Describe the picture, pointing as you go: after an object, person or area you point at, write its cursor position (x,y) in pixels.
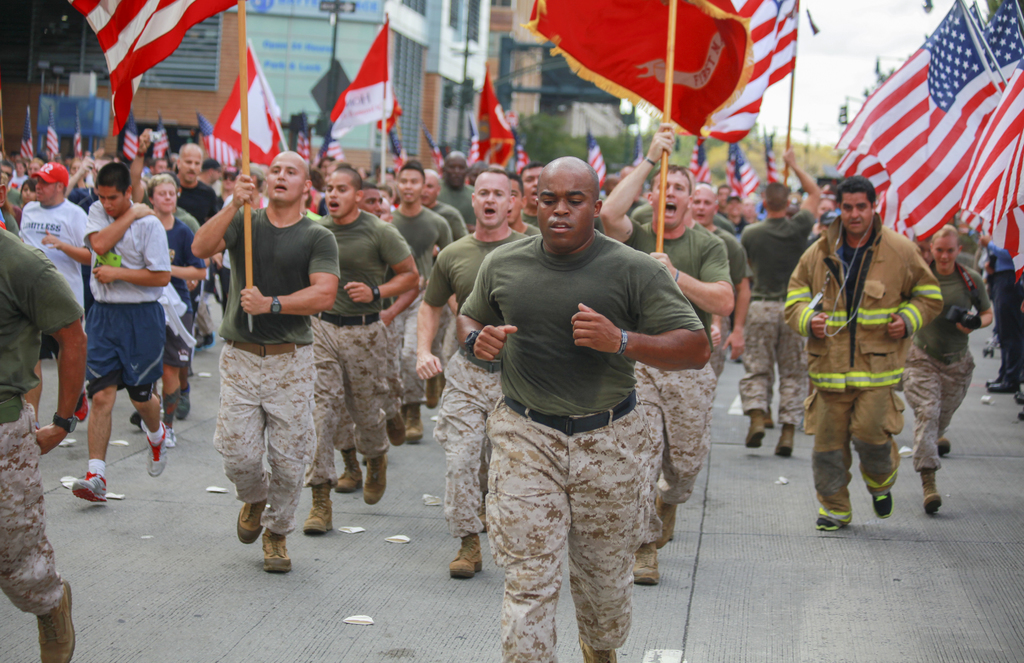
In this image we can see a group of people (878,401) running on the ground (340,559). In the center of the image (661,373) we can see some people (288,209) holding flags (149,25) in their hands (663,263). On the left side of the image (154,101) we can see buildings (427,87), metal frame (585,87). In the background (757,152), we can see a group of trees (812,151), lights (466,81) and the sky (843,48).
